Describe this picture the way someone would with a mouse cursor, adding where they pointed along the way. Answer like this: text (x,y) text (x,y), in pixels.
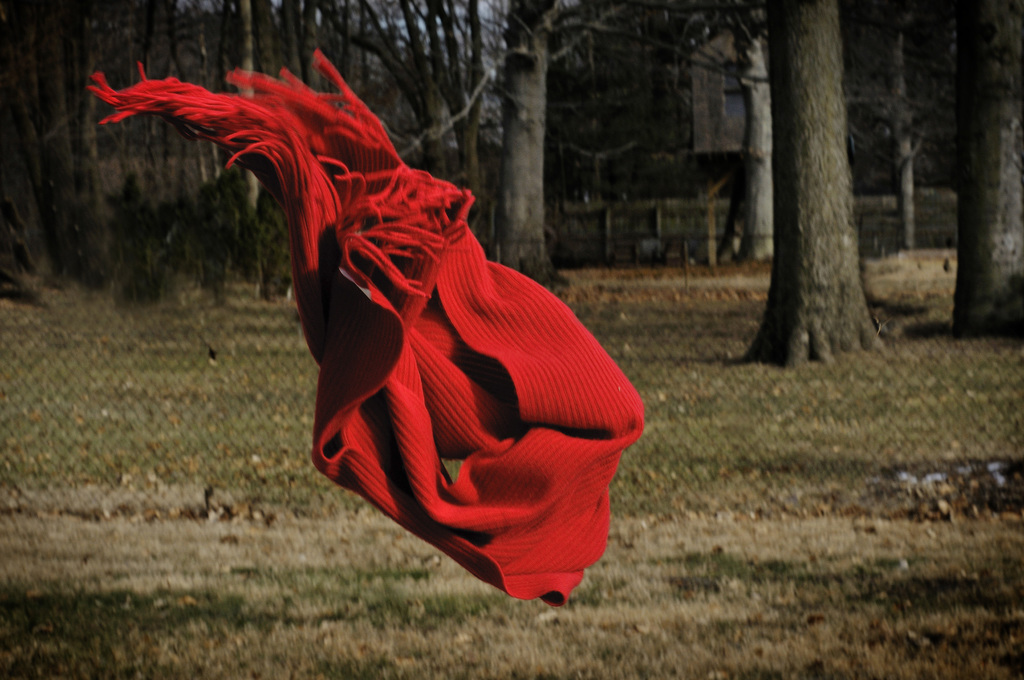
In this image a scarf (322,219) is flying in air. Behind the scarf (570,495) there is fence (46,339). There are few trees (86,91) on the grassland (739,388). Behind it there is a building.
